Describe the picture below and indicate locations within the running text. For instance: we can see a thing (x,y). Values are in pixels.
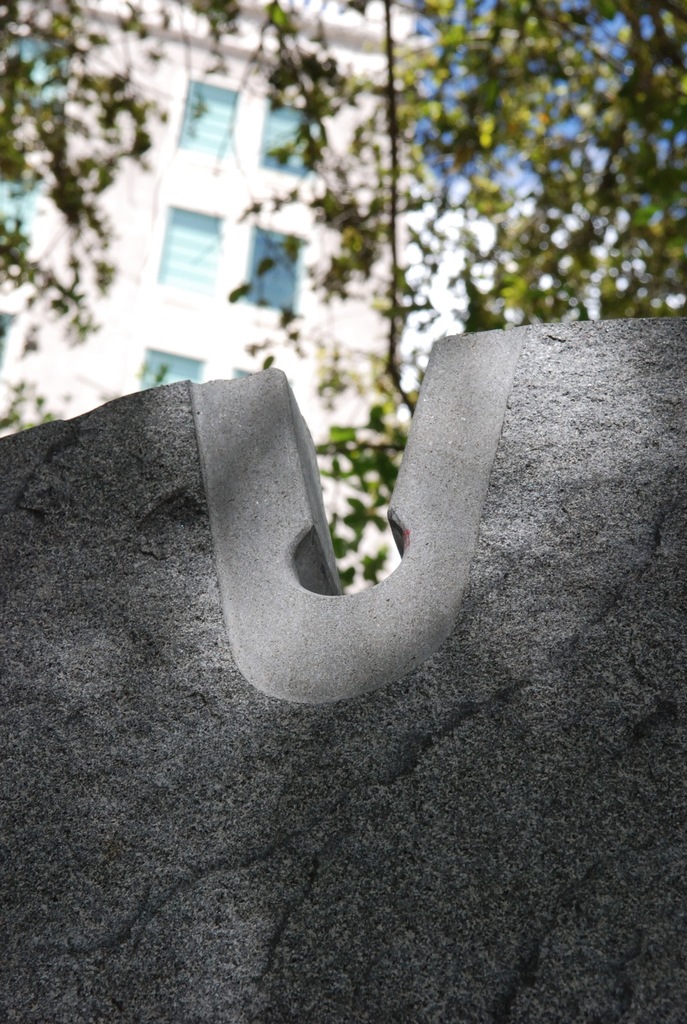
In this picture I can see the rock (321,834), behind there are some buildings (244,194) and trees (603,197).
